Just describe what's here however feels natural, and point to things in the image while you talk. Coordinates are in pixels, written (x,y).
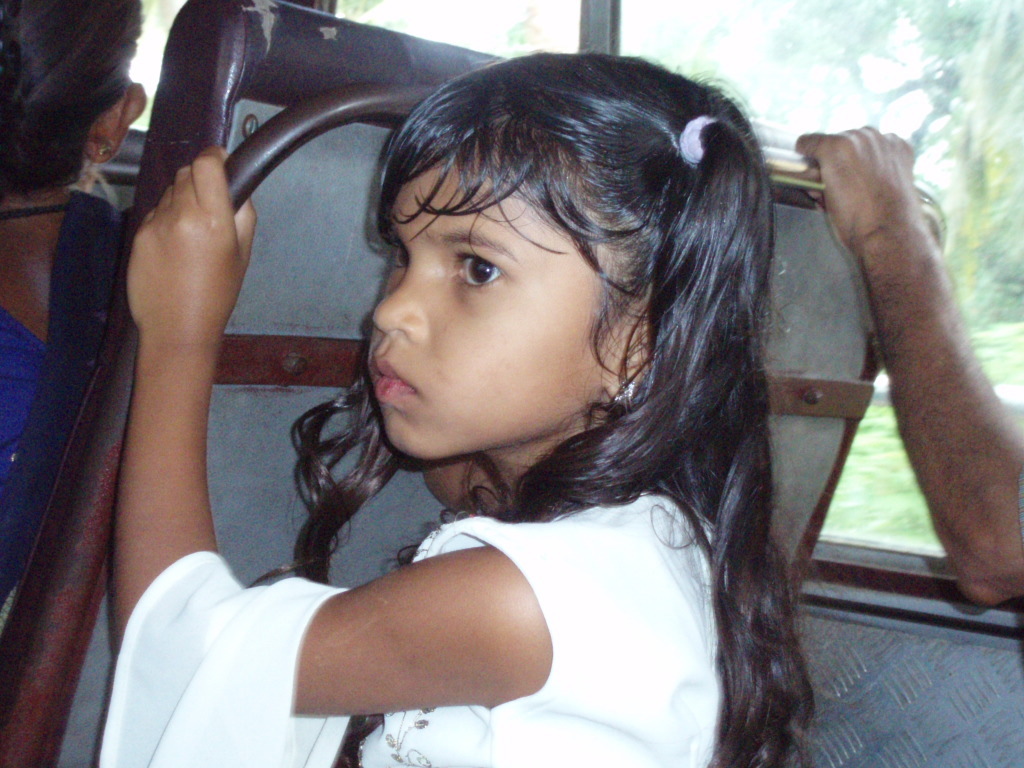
In this picture I can see there is a girl (732,402) sitting in a bus seat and she is looking at left side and there is another person (1005,475) sitting beside her. The girl (587,57) is holding a seat (232,426) which is in front of her and there is a woman (71,122) sitting in the front seat (74,428).
